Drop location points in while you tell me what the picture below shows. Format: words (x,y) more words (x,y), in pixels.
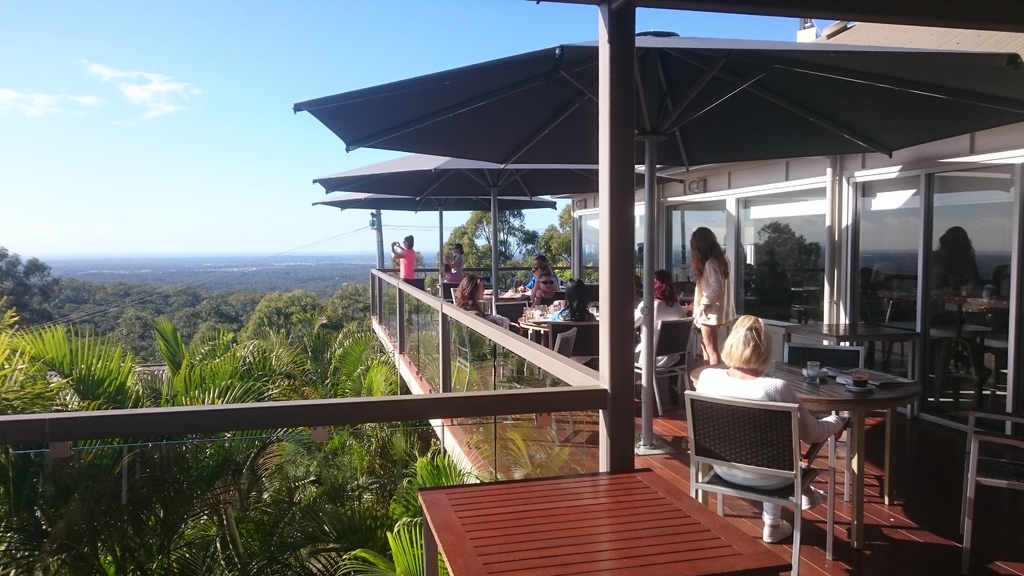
I think this is a picture of a restaurant (971,454) where we see few tables (814,395) and chairs (763,404) where few people (649,322) seated and few are standing and we see umbrella's (686,61) and we see trees (188,275) around and a blue cloudy sky (148,147).
